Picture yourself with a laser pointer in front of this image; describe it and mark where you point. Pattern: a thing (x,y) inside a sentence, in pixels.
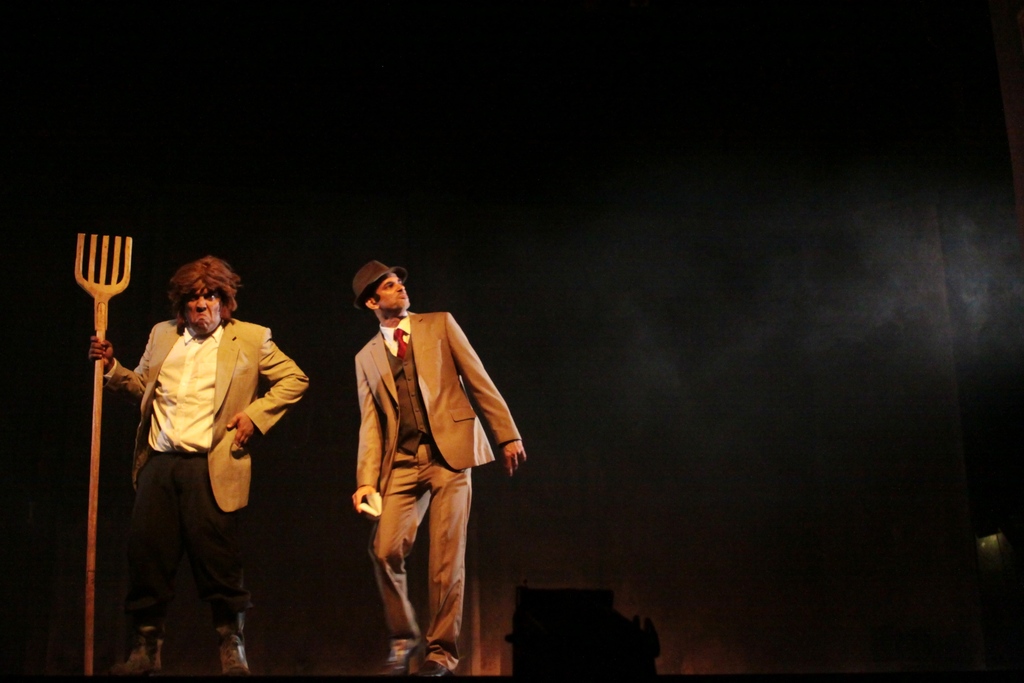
The picture may be taken from a drama. On the left (201,348) there are two persons (386,443) wearing suit (382,395). The person (160,346) is holding a trident (100,403). The background (273,177) is dark.
